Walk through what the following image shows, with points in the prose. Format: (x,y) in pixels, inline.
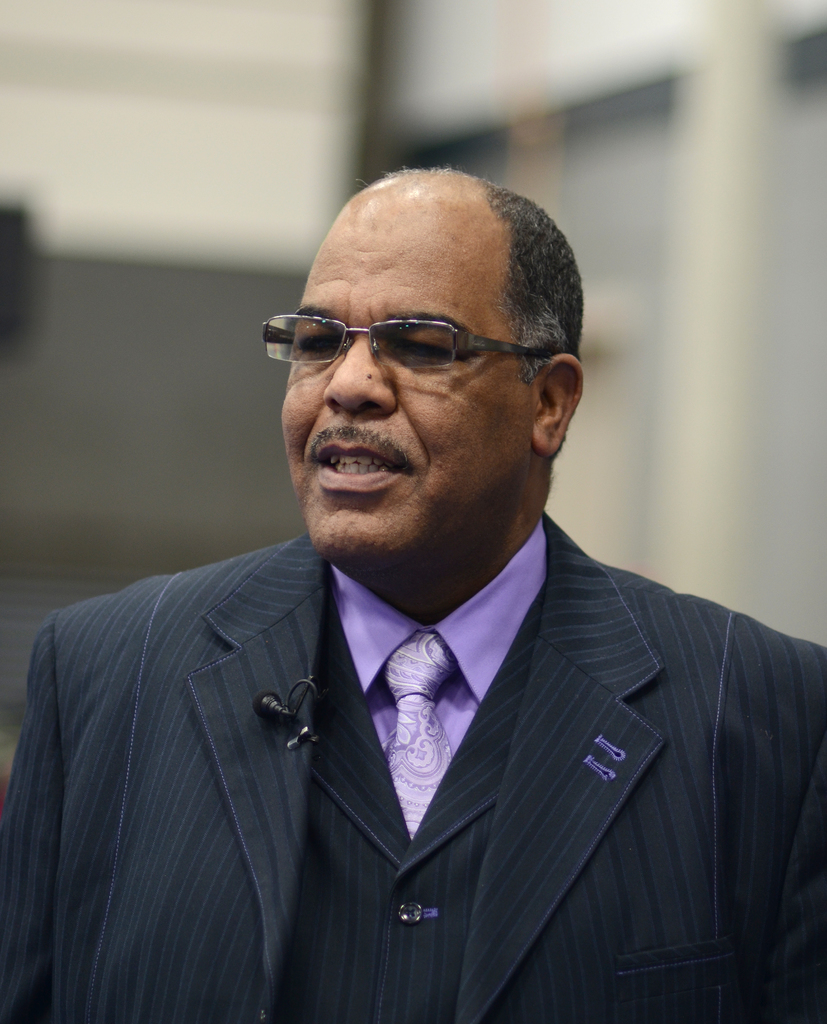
In the image there is a man (404,768), he is wearing a blazer (298,599) and the background of the man (430,404) is blur.
